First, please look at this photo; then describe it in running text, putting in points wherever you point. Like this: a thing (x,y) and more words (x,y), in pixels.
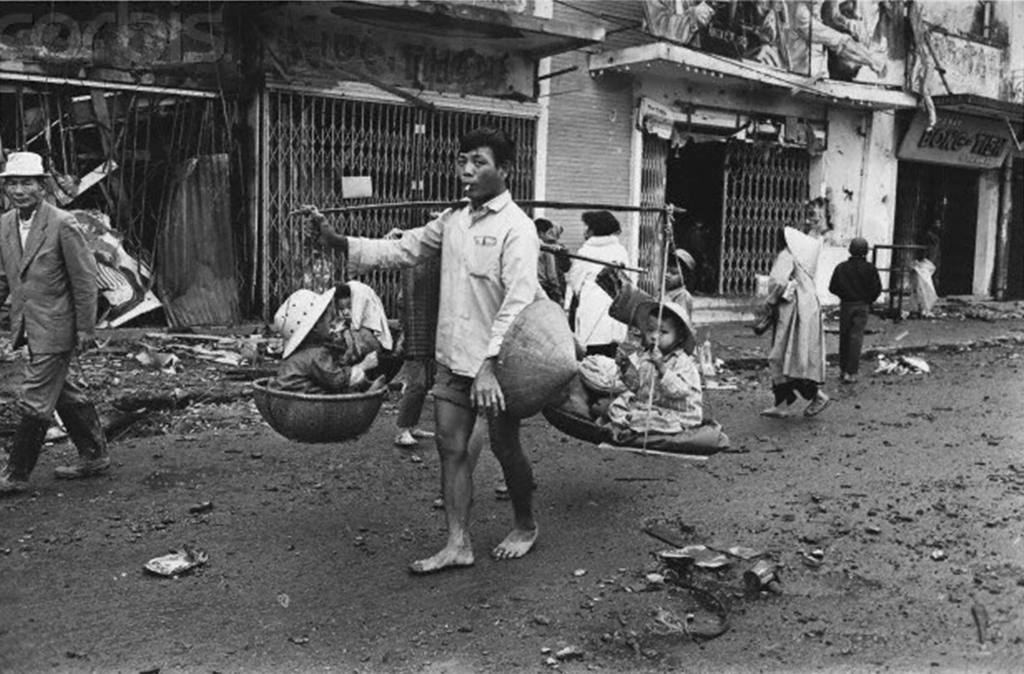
In this black and white image, we can see persons (859,237) wearing clothes (79,287). There are buildings (605,102) in the middle of the image (632,225). There is a person (528,254) carrying babies (676,400) with a stick (547,205).
